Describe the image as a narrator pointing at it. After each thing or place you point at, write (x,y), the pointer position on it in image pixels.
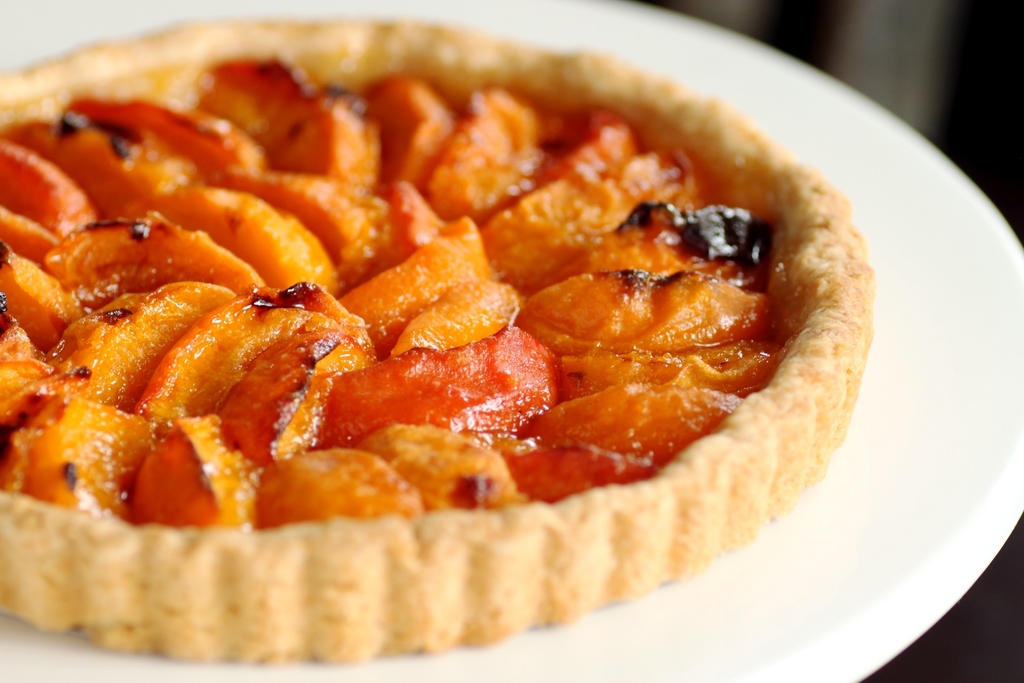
As we can see in the image there is a white color plate (949,204). On plate (963,219) there is a dish (386,369).
